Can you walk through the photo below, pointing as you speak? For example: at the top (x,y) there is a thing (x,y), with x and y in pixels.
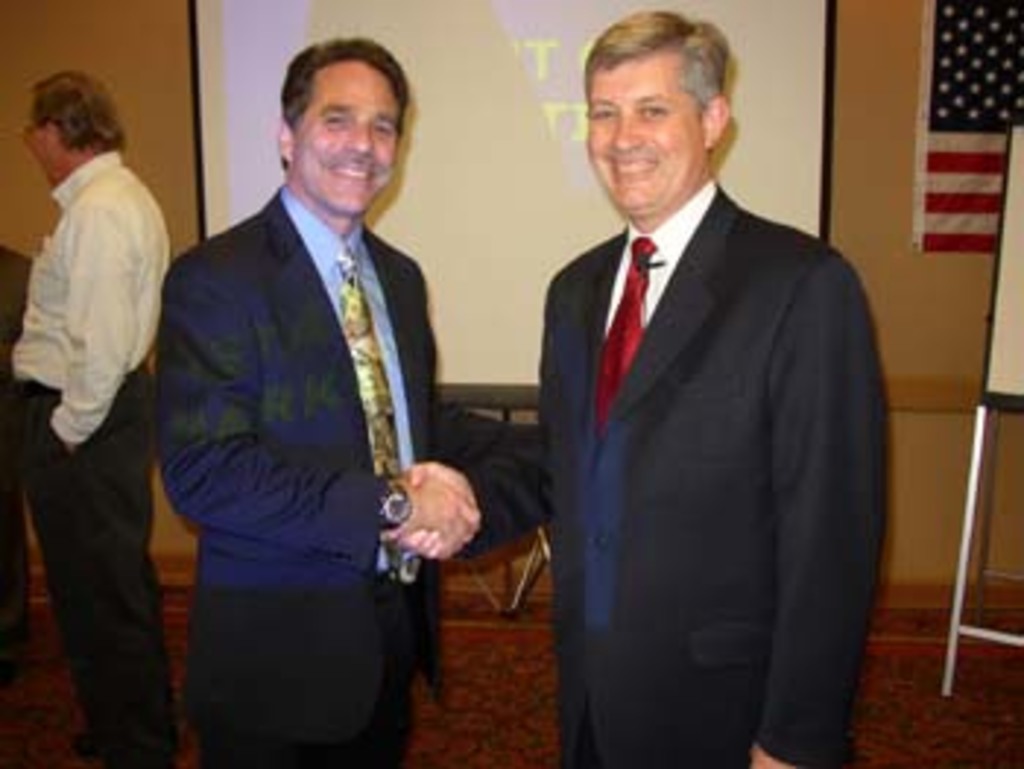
In this picture there is a man (598,491) who is wearing suit (646,362) and red tie (622,318). Beside him there is another man (283,387) who is wearing suit (320,362) and watch (407,499). Both of them are shaking hands (456,490). On the left (133,211) there is an old man (126,223) who is wearing a white shirt (104,298), trouser (99,619) and shoe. He is standing near to the person (9,506) who is wearing the suit (15,296). In the background (431,224) we can see the projector screen (614,220) near to the wall (882,206). In the top right corner (977,28) there is a flag (946,144) near to the board (1021,233).
